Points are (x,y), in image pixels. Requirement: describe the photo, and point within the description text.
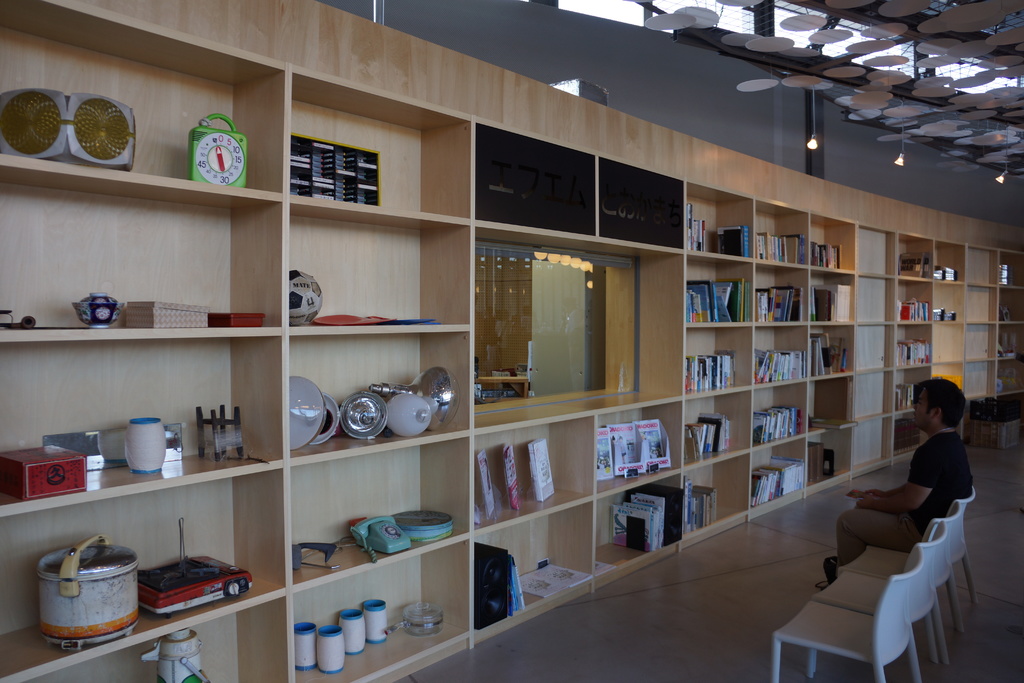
In the image we can see there is a man (893,490) who is sitting on chair (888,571) and in front of him there is a glass window (544,314) and beside it there are shelves (191,509) in which all the house hold related items (241,571) are kept in it.
